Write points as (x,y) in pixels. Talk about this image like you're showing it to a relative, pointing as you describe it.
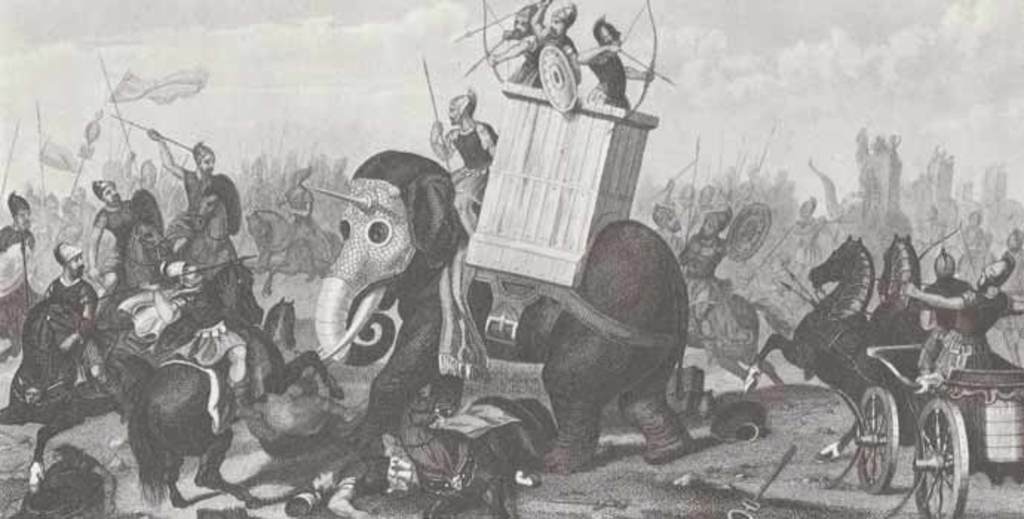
This might be a drawing, in this image there are some people (196,315) who are holding some swords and fighting and also there are some animals (346,339), vehicles (891,415), flag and some objects (724,409). At the top (895,25) there is sky (720,106).
